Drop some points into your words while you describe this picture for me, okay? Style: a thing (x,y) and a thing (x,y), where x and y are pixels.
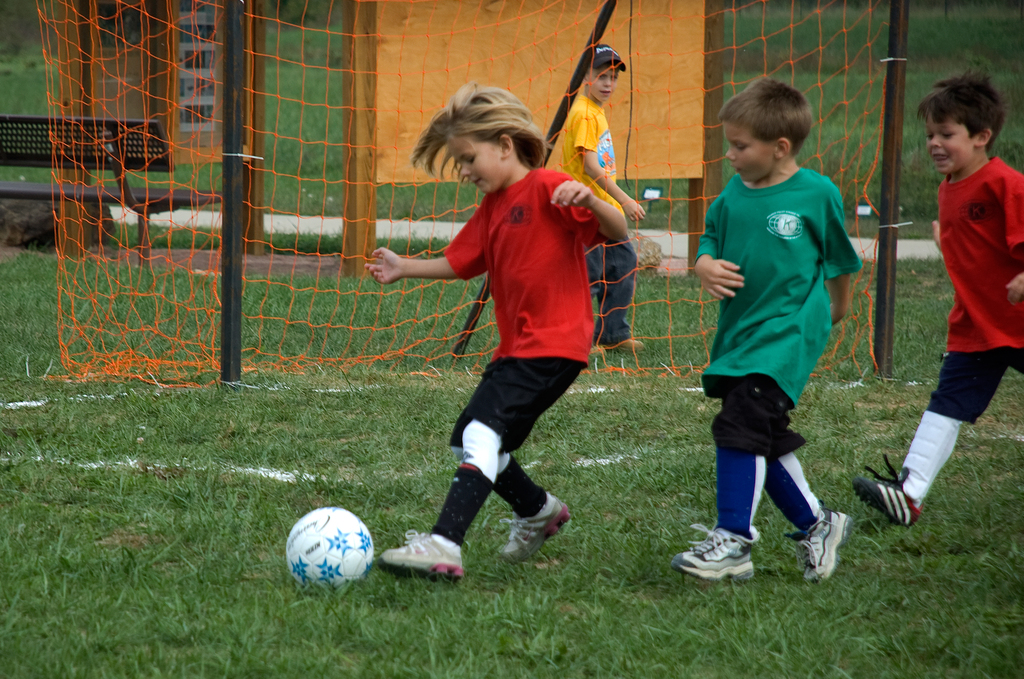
In this picture here we see 3 people (966,362) who are playing foot ball and at the back of them we have net (150,261). Also at the back (596,113) there is another boy (605,145) who wears cap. In the foreground (534,377) all the 3 boys (501,309) wear shoes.
